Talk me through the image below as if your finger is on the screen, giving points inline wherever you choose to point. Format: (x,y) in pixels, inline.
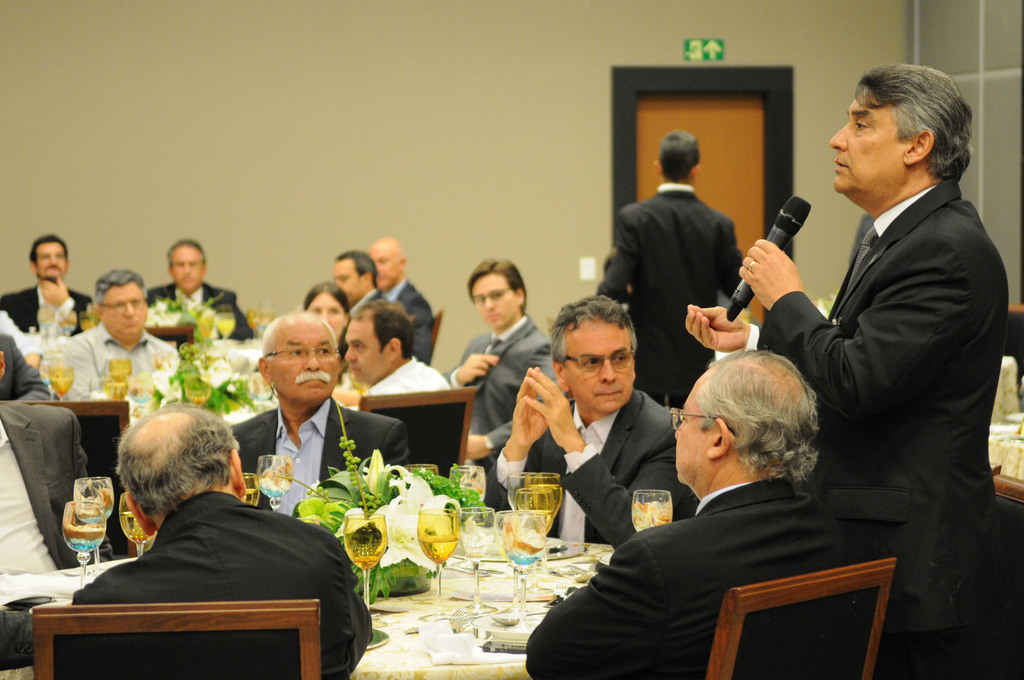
In the image few persons (519,371) are sitting on a chair (257,676) and there are two persons (980,420) on standing and this person (928,324) holding a microphone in his hands (780,284). Top left side of the image (101,132) there is a wall (123,192). In the middle of the image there is a table (494,667), On the table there are some glasses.
